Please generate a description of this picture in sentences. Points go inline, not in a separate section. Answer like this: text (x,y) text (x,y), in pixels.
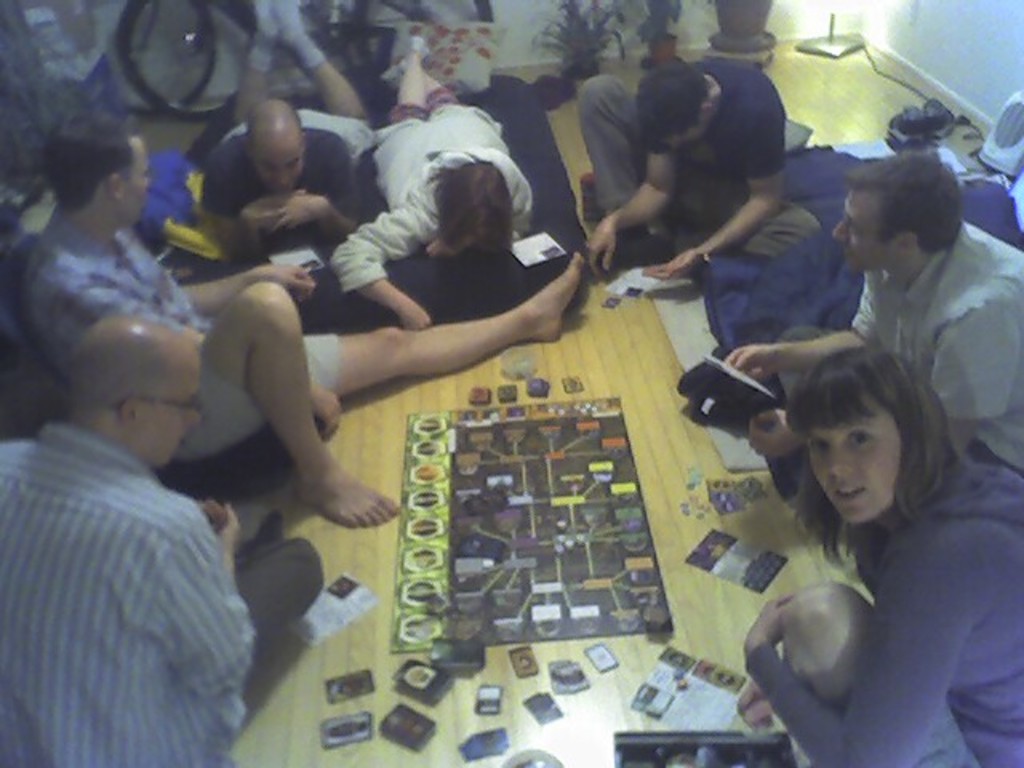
In this image, we can see some people (600,232) sitting on the floor (380,563), it looks like they are playing a game, we can see a bicycle (191,24).
